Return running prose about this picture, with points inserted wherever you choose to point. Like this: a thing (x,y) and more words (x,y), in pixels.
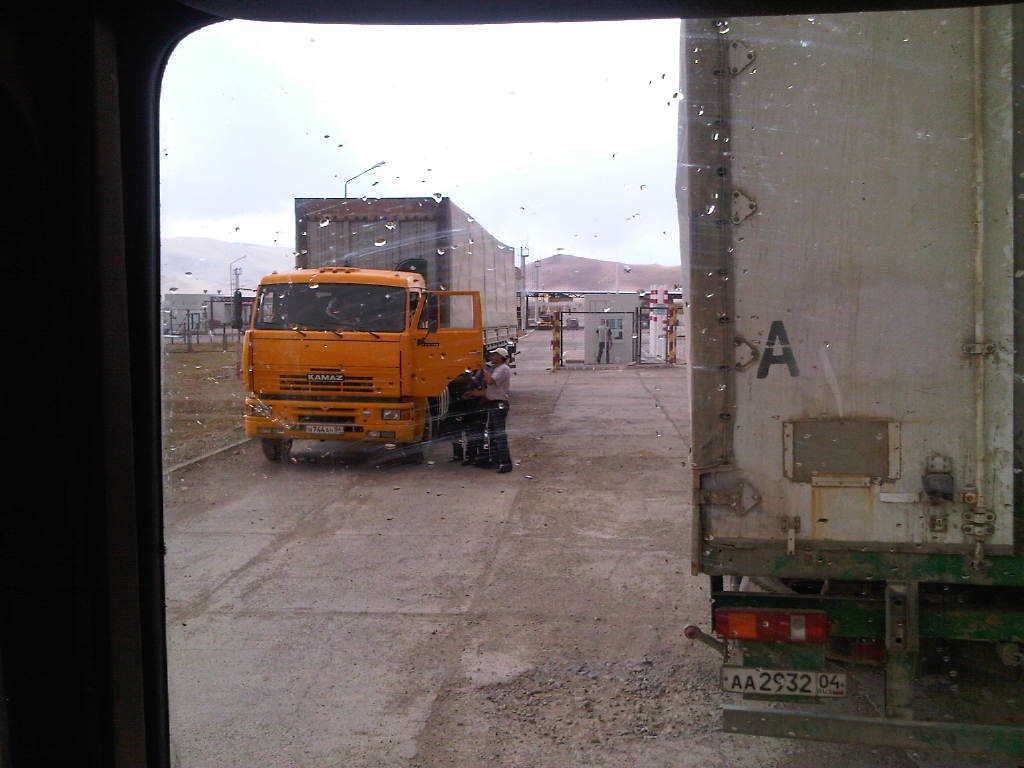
In the foreground of this picture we can see the droplets (680,289) of water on the glass (260,587). In the center (353,384) we can see the vehicles (440,273) seems to be parked on the ground (604,451) and we can see the group of people (497,401) standing on the ground (599,534). In the background (288,106) we can see the sky (239,206), hills (204,286), grass (183,401), some metal objects (199,324) and some other objects (212,303).
